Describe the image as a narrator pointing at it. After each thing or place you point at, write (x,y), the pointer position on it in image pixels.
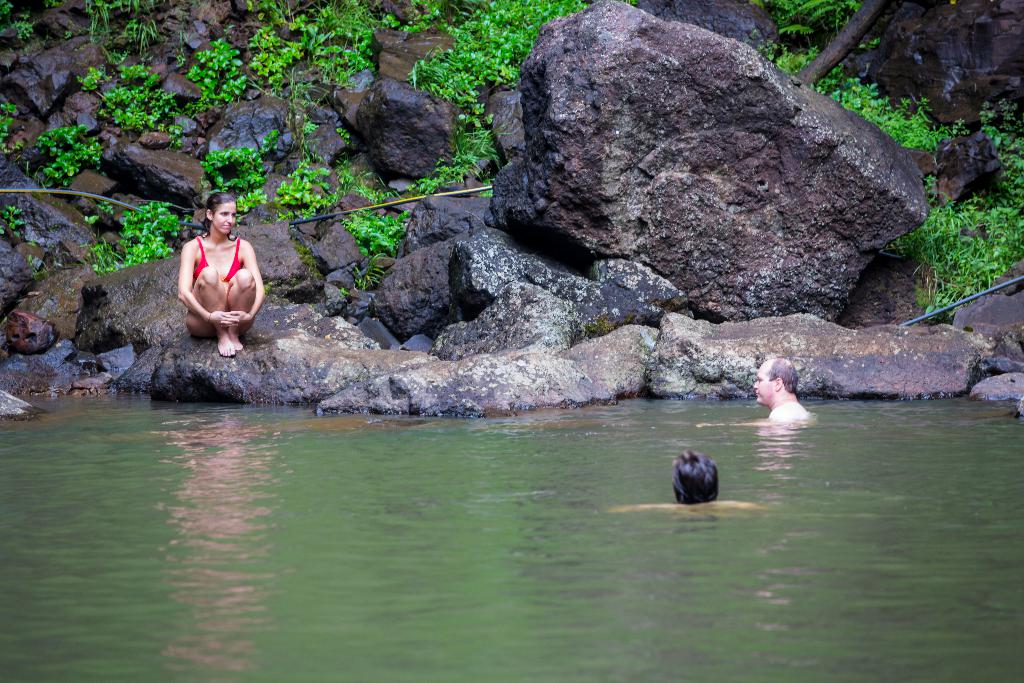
In this image we can see two people (785,371) are swimming in the water (428,514) and one woman (223,279) is on the rock (195,349). Behind her, plants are there on the rock (958,174).
